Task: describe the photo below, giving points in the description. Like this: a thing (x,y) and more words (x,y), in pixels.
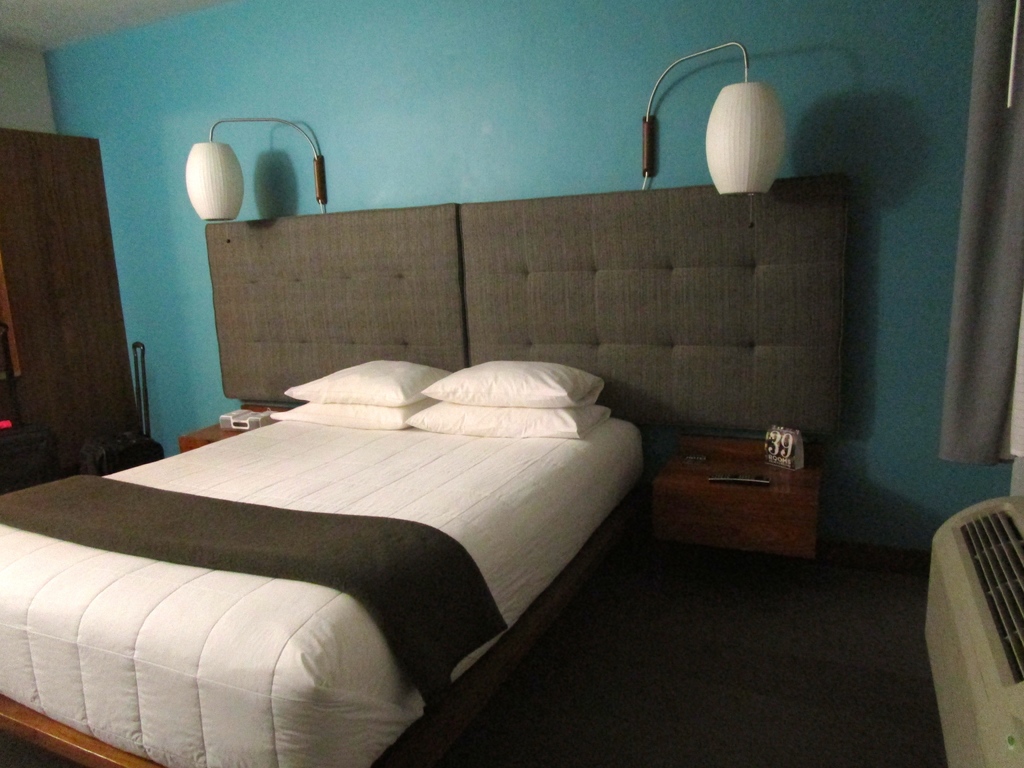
In this image we can see a bed (402,510) with pillows (563,425) and cloth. Beside the bed (706,304) we can see the tables (746,492) and few objects (733,479) on the table (741,504). We can see the air conditioner (986,626) and lights (225,159) attached to the wall (852,200). We can see a curtain (997,78) and cupboard (103,339).
